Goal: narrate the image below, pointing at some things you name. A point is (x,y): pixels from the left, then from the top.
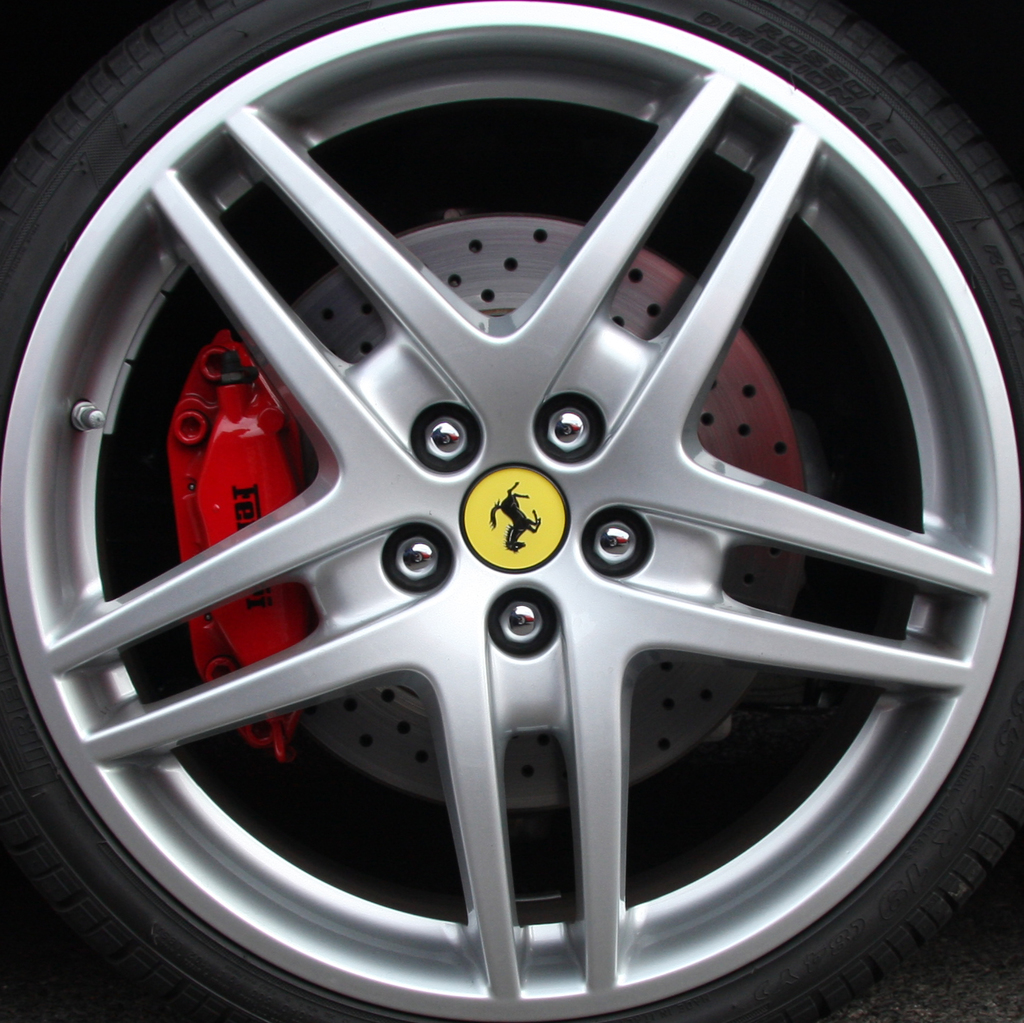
In this picture we can see a wheel (354,681) of a vehicle (236,417).
